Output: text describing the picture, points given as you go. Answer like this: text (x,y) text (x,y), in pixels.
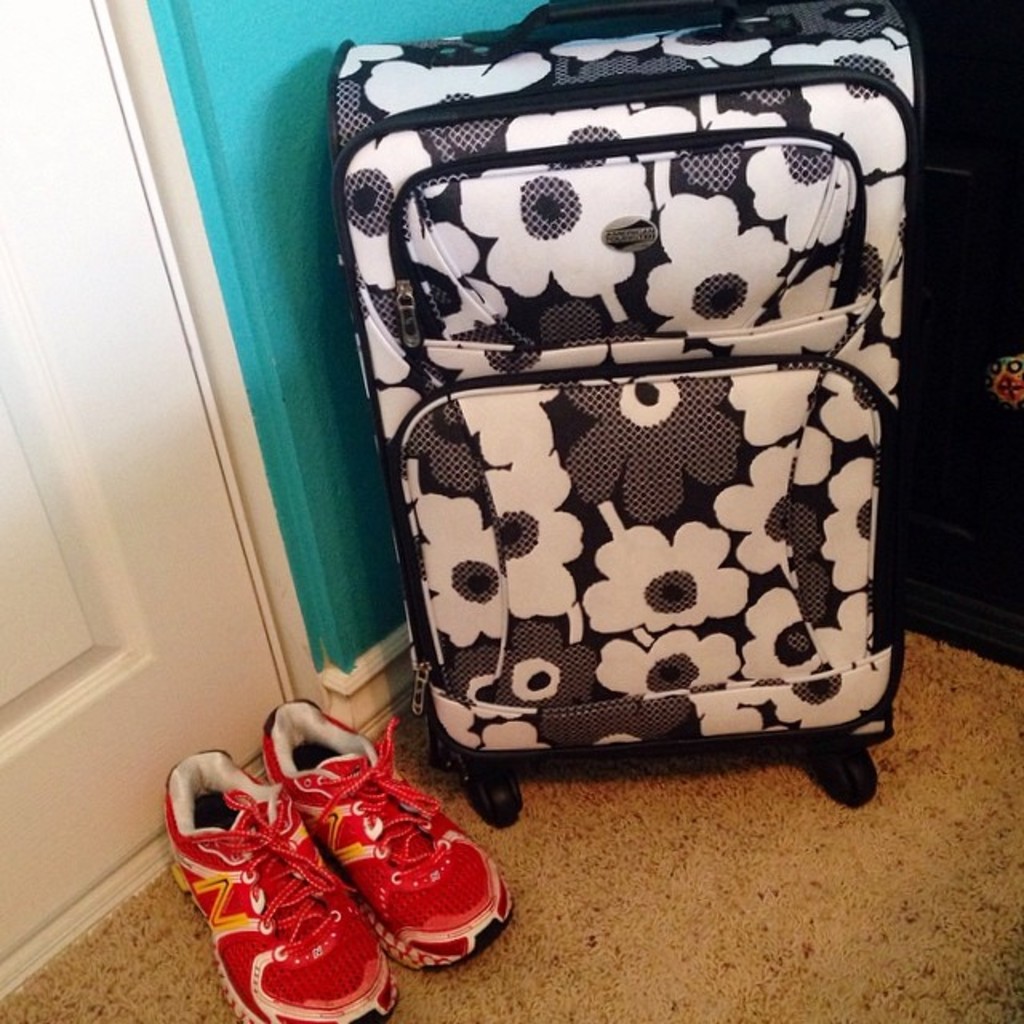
In this image there is a black and white trolley (505,573), red color shoes (443,886), door (6,267), and wall (307,115).
